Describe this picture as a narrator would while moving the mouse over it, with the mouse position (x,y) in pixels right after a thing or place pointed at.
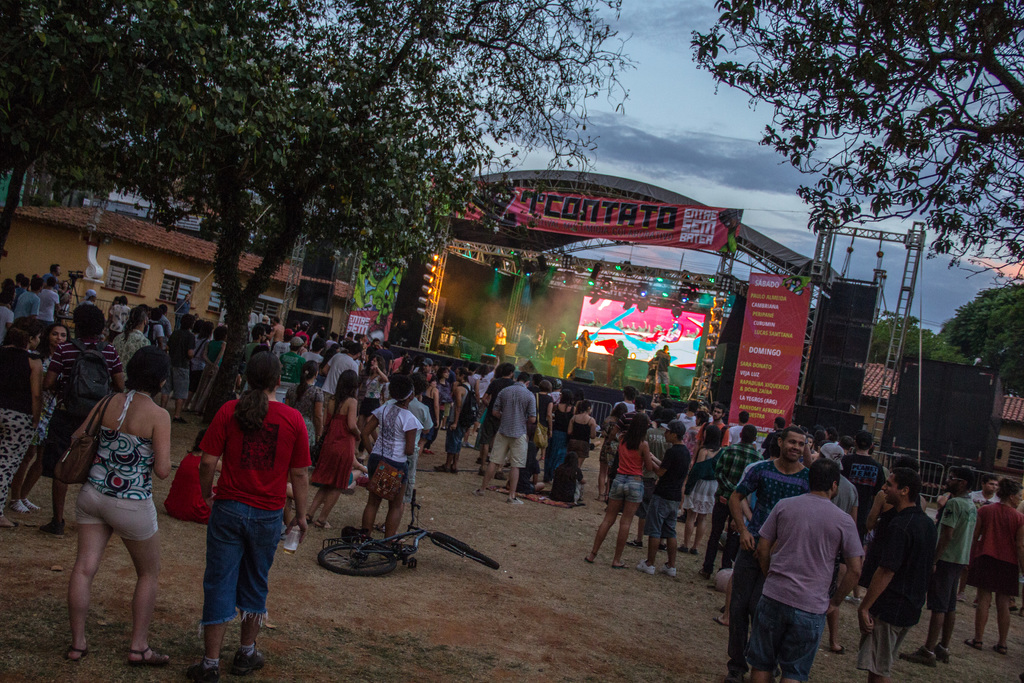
On the left side (261,479) 2 girls (211,480) are standing. This girl (270,489) wore red color top (276,478) and jeans trouser (262,511). In the middle (650,293) it is a stage performance (592,356), few people (580,349) are standing on it and performing actions.
